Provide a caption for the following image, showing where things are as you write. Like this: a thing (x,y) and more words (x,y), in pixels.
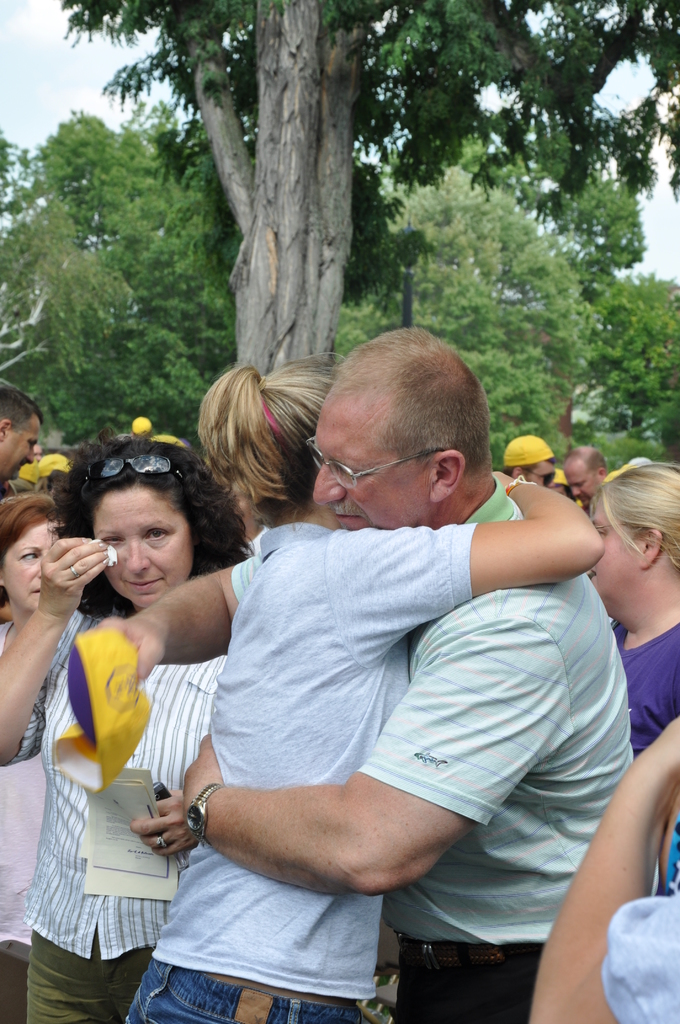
In the picture we can see a man (563,861) and a woman (229,947) are hugging and behind them, we can see some people (70,502) are standing, and behind them we can see some trees (176,282) and the sky (65,111).
